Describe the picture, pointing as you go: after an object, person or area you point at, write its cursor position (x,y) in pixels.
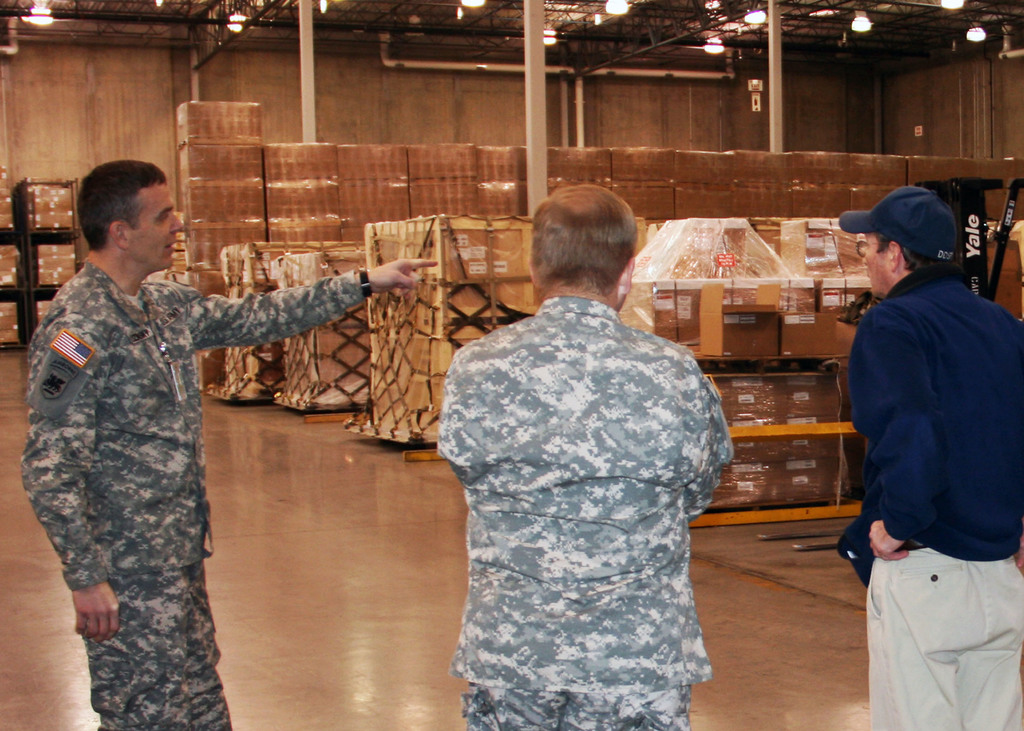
In this picture we can see three people (118,332) standing on the floor (373,606). There are few boxes (423,413) which are arranged in some racks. There are some lights (749,9) on top.
